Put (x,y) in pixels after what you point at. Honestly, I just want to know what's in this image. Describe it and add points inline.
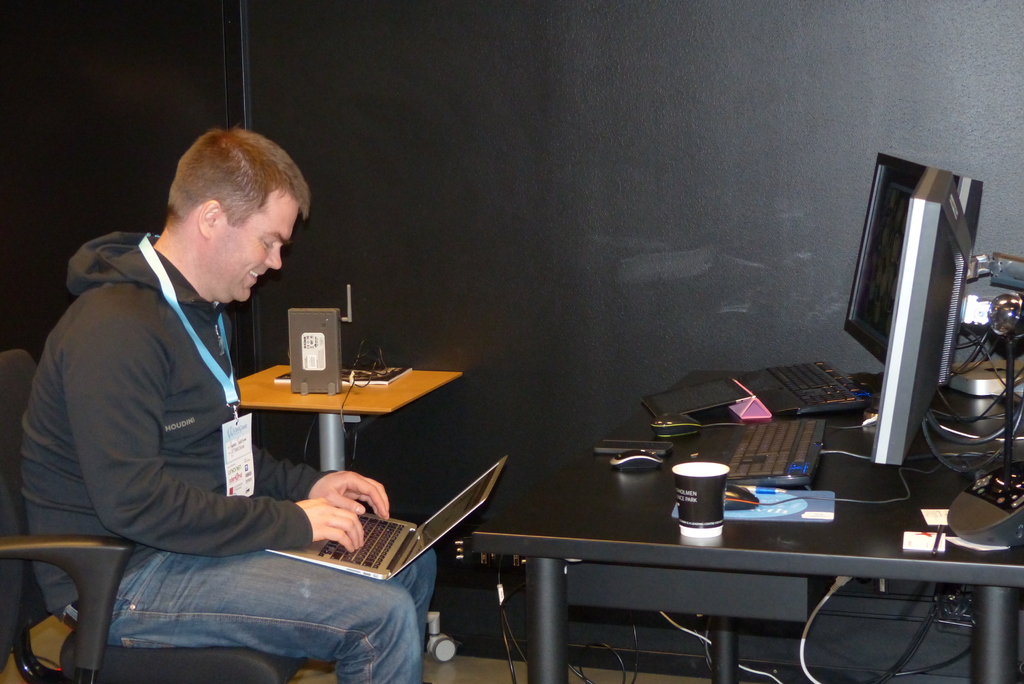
In the image on the left side (249,415) we can see one man (211,466) sitting and he is smiling and he is working in laptop (371,553). And in front of him we can see the table (870,518), on table (838,489) we can see the monitor (921,316), keyboard (762,477), glass (697,525), mouse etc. And coming to the background (598,117) we can see the wall (526,245) and another table (402,407).
